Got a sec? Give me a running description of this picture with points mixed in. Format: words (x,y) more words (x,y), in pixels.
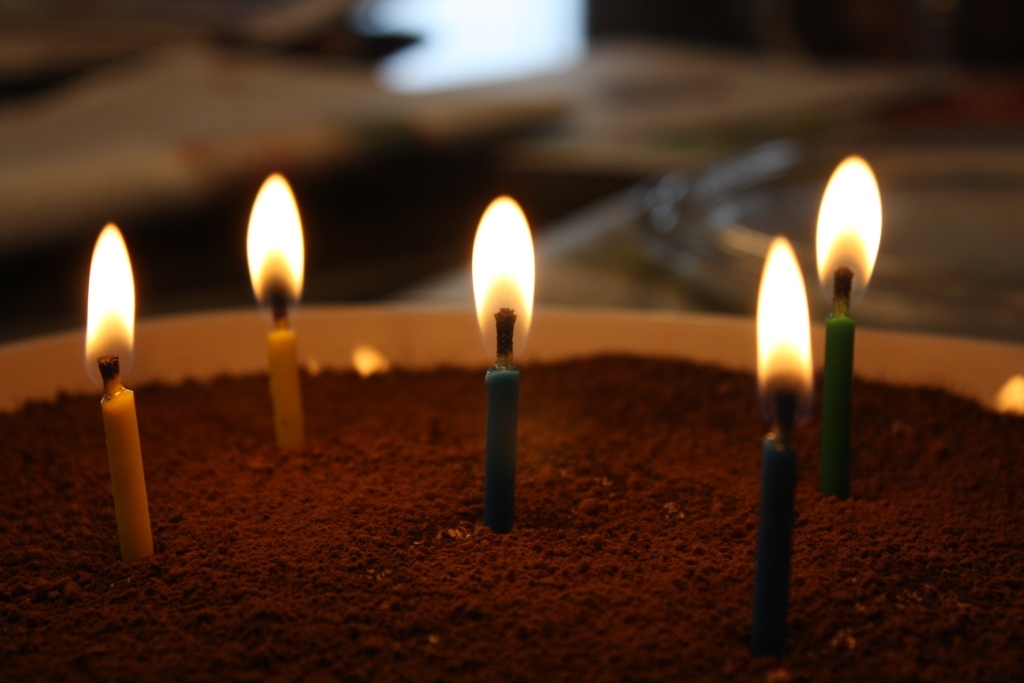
Here in this picture we can see candles (264,231), which are lightened up present over a place (645,419) over there.
